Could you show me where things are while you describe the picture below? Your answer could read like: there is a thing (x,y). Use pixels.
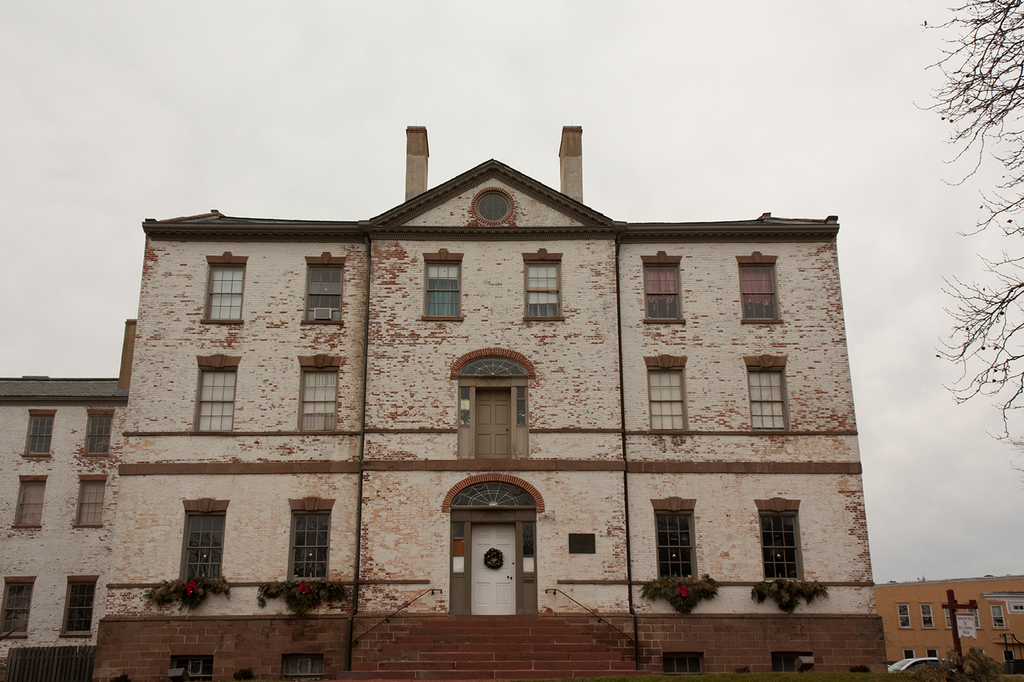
In the center of the image (440,394) we can see some buildings (566,562), plants (273,589), window (508,499), door (497,440) are present. At the top of the image (646,77) sky (678,93) is there. On the right side of the image (972,310) we can see a tree (991,302), poles (953,643), car (916,663), ground (877,680) are there.
